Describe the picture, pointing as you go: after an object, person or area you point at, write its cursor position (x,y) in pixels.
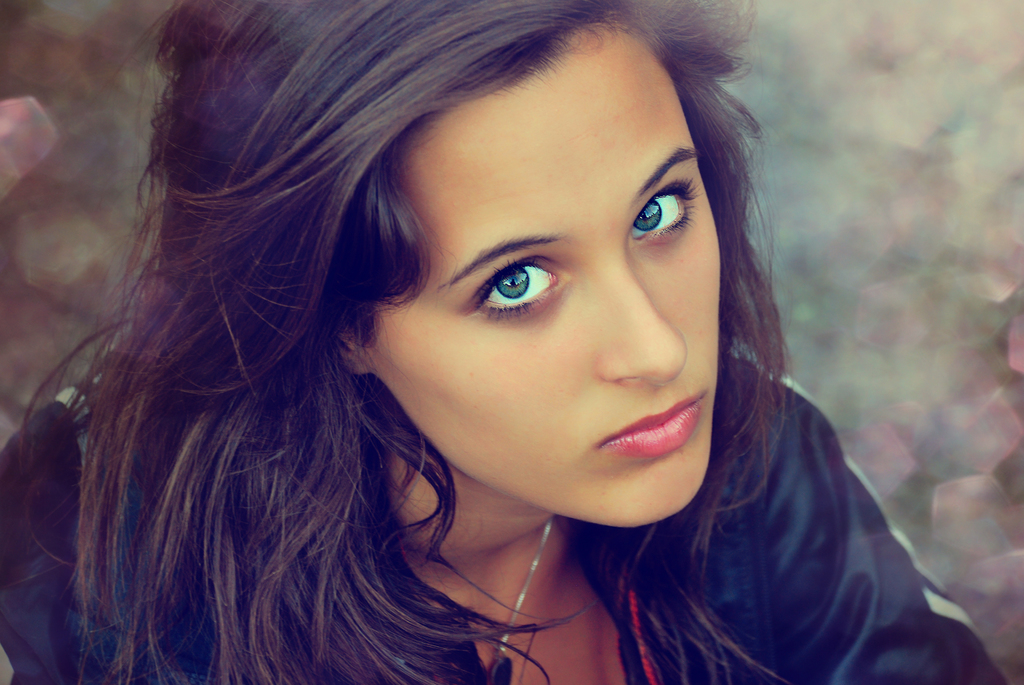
In this image in the front (393,336) there is a woman (416,400) and the background (872,166) is blurry.
